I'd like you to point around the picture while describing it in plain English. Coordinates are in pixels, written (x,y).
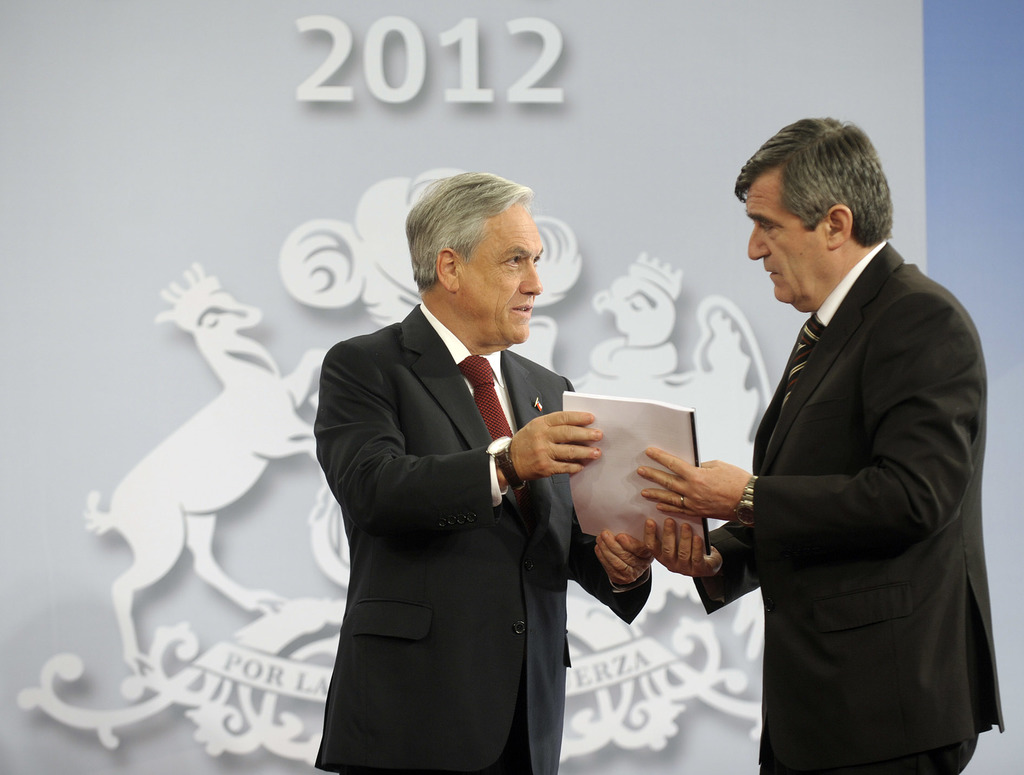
In this picture we can see two men (859,426) standing and holding a book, they wore suits (781,486), in the background (300,627) we can see a logo (314,637) and some text (608,662).
